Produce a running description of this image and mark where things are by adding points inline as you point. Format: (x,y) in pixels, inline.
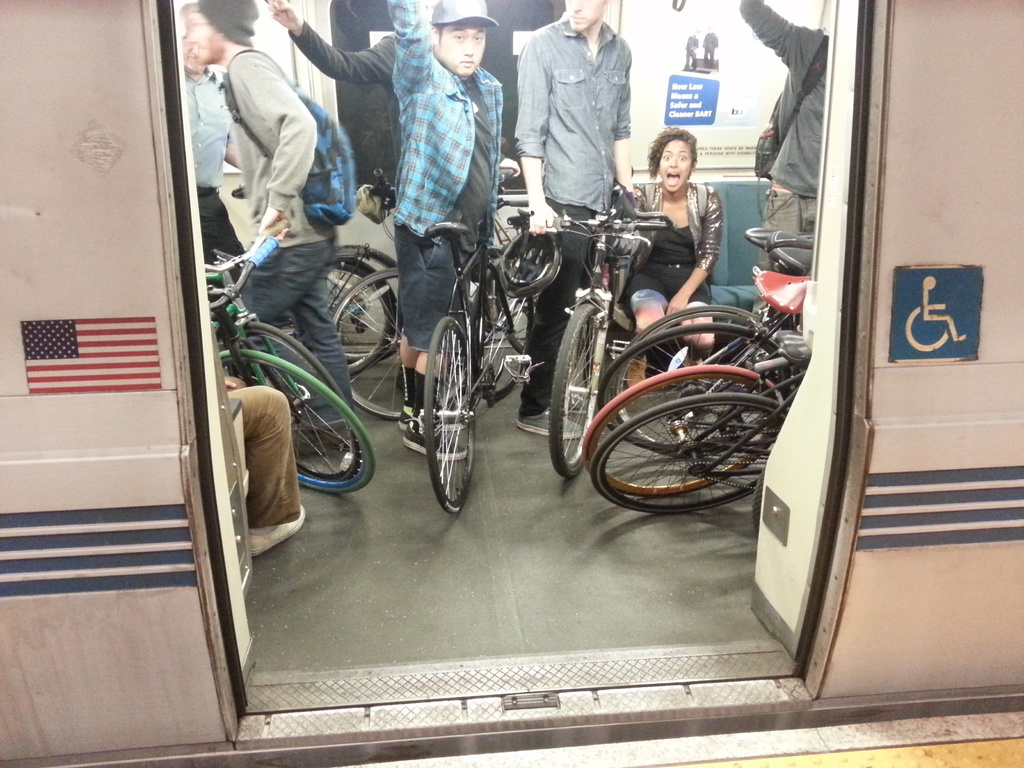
The picture is clicked inside a train (487,544) where there are people (564,173) standing with their bicycles (373,343) in their hands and there is a woman (689,251) sitting on a sofa (722,265) at the right side of the image (731,232).
